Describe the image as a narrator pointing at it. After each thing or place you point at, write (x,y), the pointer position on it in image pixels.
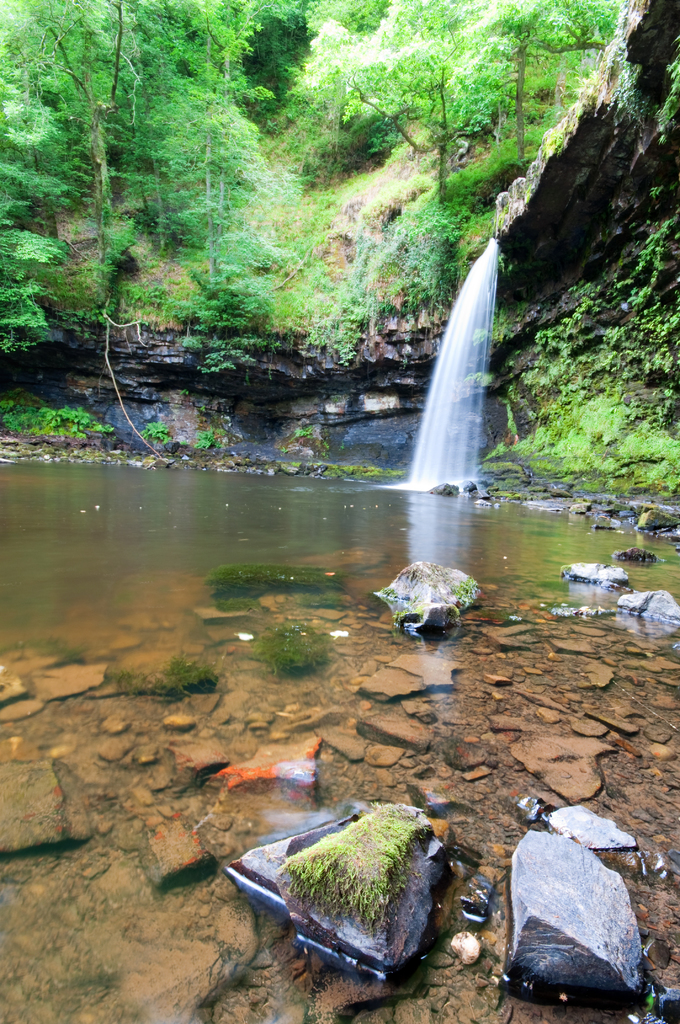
In this image there is a waterfall (469,375) in the middle (426,440). At the bottom (228,845) there are stones (352,869) in the water (355,706). At the top (319,171) there are trees (235,163) on the hill (276,210).
